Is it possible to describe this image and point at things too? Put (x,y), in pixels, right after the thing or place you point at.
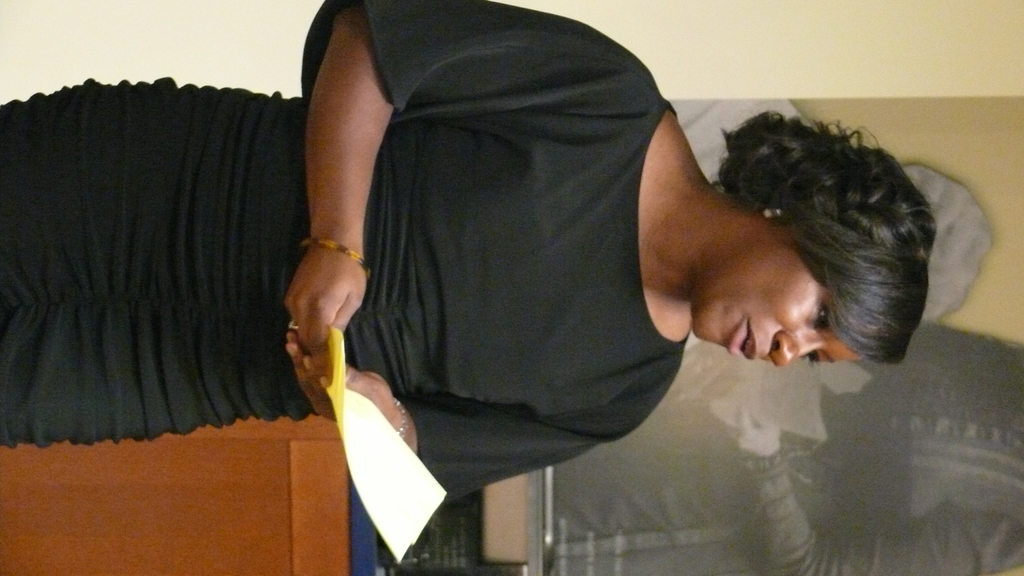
In this picture we can see a woman (536,278), she is holding few papers (338,402) in her hands (349,298), in the background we can see a poster (690,397) on the wall (782,71).
